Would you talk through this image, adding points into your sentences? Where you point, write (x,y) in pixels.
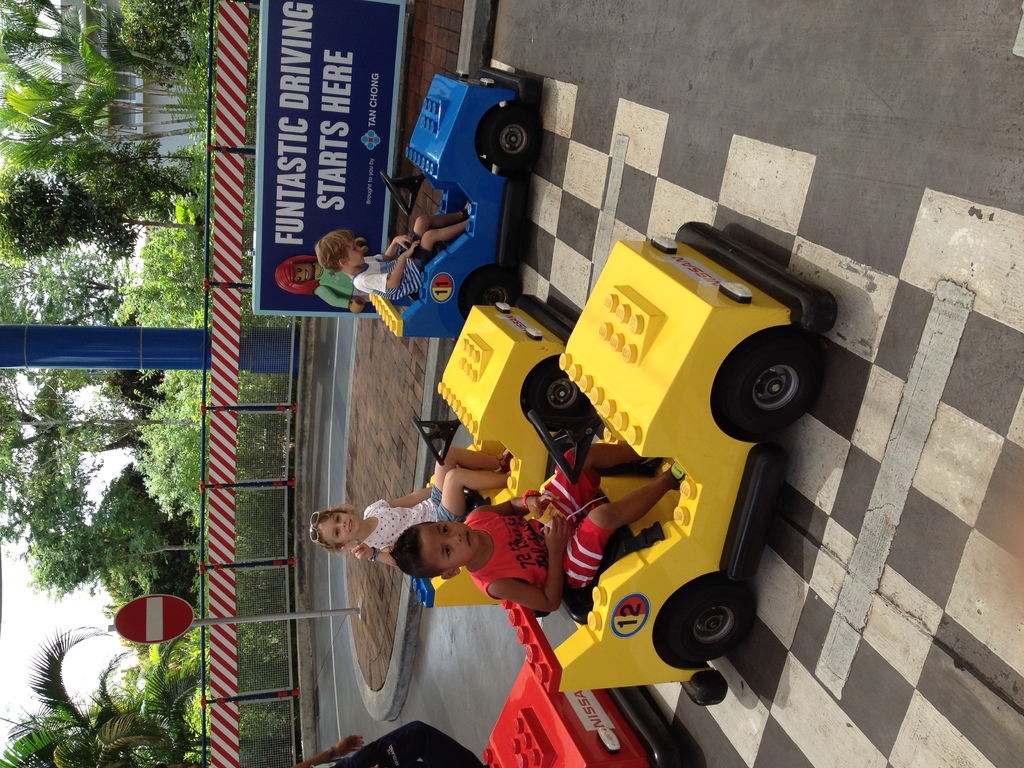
In this image we can see some children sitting inside the toy cars (649,409) which are placed on the surface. On the backside (347,291) we can see a board (329,291) with some text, a fence (291,563), a signboard (162,630), a pole (124,347), a building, a group of trees (126,561) and the sky (91,599).
